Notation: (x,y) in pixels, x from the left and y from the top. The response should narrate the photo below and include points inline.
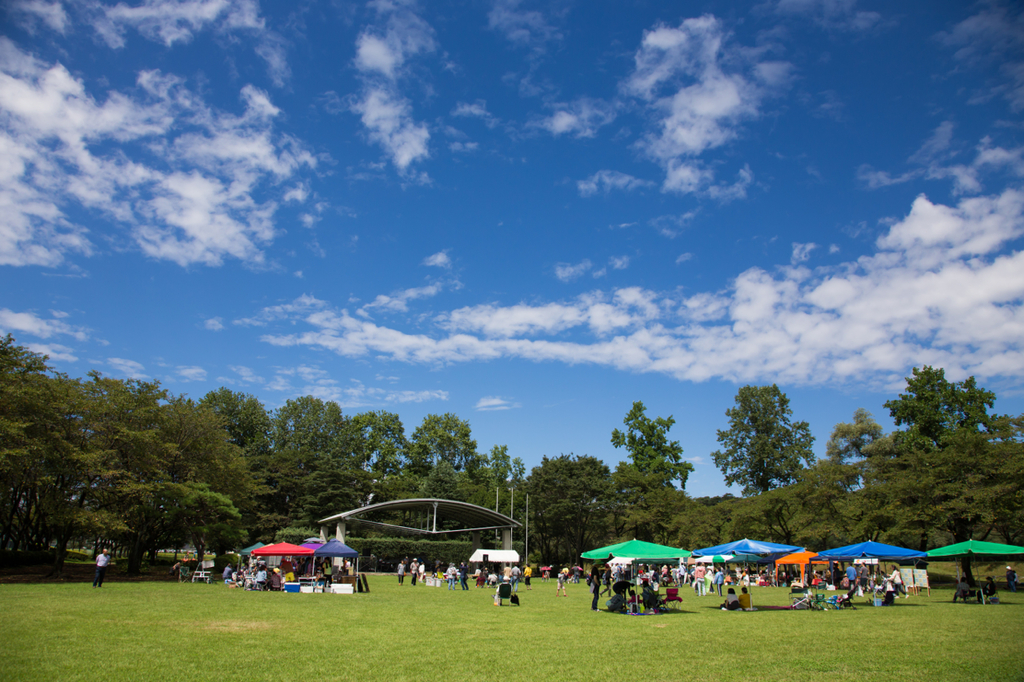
At the bottom of the image (612,560) there are tents (798,564) and we can see people (620,591) standing. In the background (105,528) there are trees (940,515) and sky (458,363).
